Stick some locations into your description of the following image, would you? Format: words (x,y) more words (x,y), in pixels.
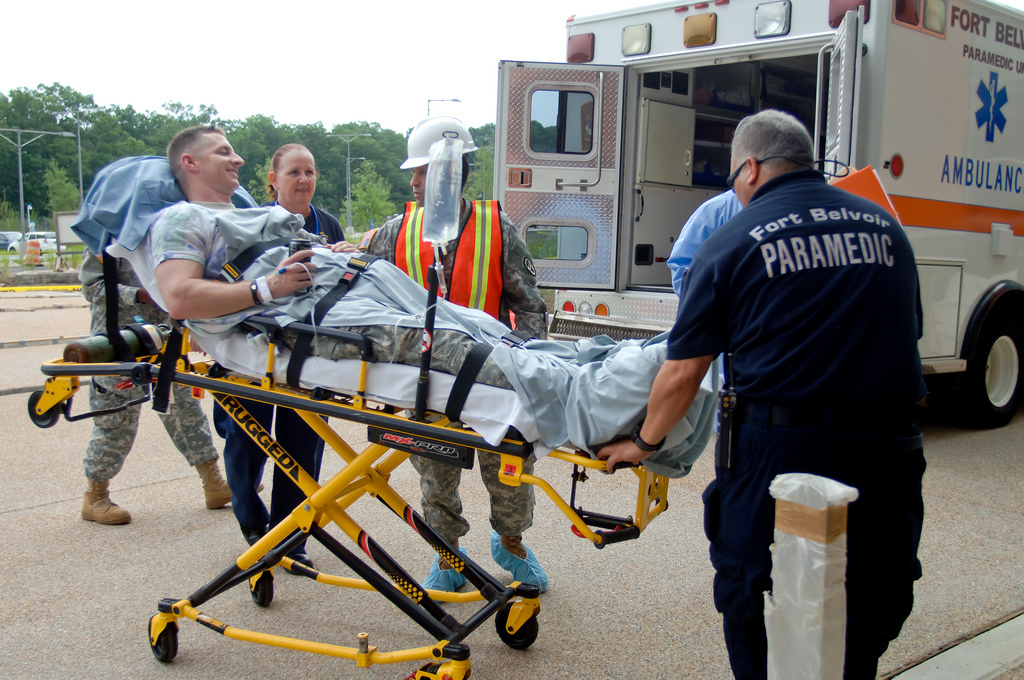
This image is clicked on the road (75,629). In the foreground (244,365) there is a man (192,293) lying on the stretcher (364,392). Around him there are a few people (312,212). To the right (704,120) there is a van (854,86) on the road (945,413). There is text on the van (918,101). In the background (53,151) there are trees (344,154), poles (21,220) and vehicles (38,233). At the top (234,56) there is the sky (271,52).
